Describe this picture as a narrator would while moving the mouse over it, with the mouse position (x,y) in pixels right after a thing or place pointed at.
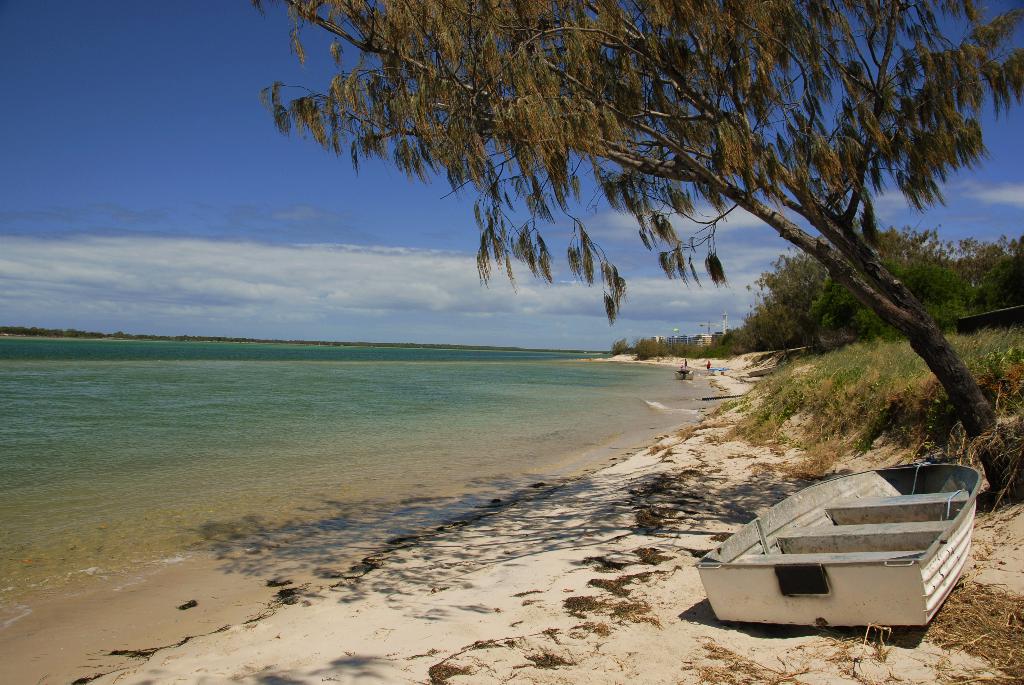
In this image there is a sea (209,425) at left side of this image (225,431) and there are some trees (845,341) at right side of this image (913,268) and there is a boat (849,539) kept at bottom right corner of this image (808,534) and there is a blue sky (288,242) at top of this image (389,158).
